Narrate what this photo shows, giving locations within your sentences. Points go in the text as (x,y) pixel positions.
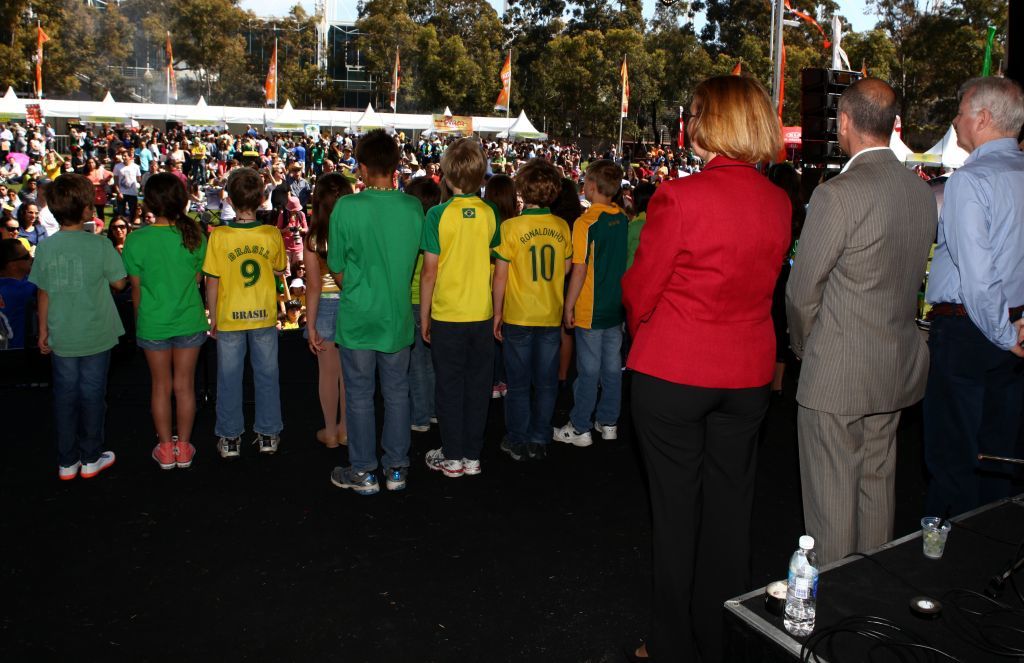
In this image there are many children (315,229) standing. Behind them there are a few men (841,203) and women (726,236) standing. At the bottom right (829,616) there is a table (952,617). On the table (946,633) there are cable wires (899,630), a glass (924,548) and a water bottle (798,607). Behind the children (322,203) there is a tent (9,95). In the background (303,47) there are trees (645,60) and flags (398,77). At the top (276,12) there is the sky (308,12).
